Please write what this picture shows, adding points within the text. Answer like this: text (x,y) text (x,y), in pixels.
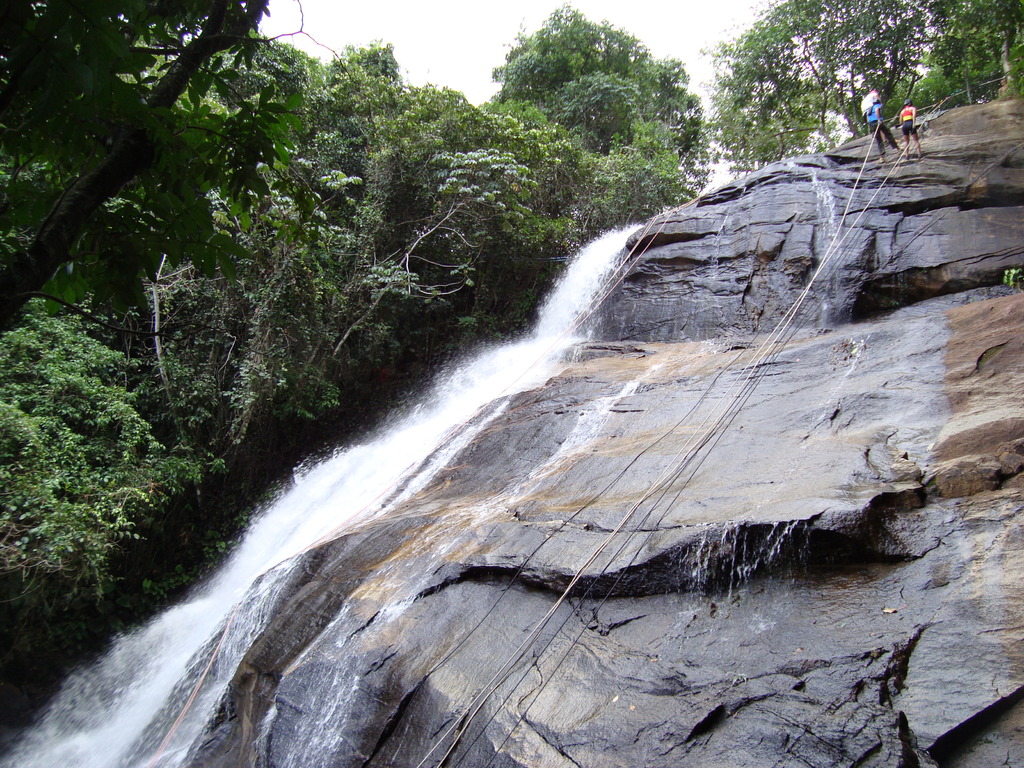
In this image there is a water fall (734,563) and trees (340,175), also there are people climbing the rock (495,587) with the help of rope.
